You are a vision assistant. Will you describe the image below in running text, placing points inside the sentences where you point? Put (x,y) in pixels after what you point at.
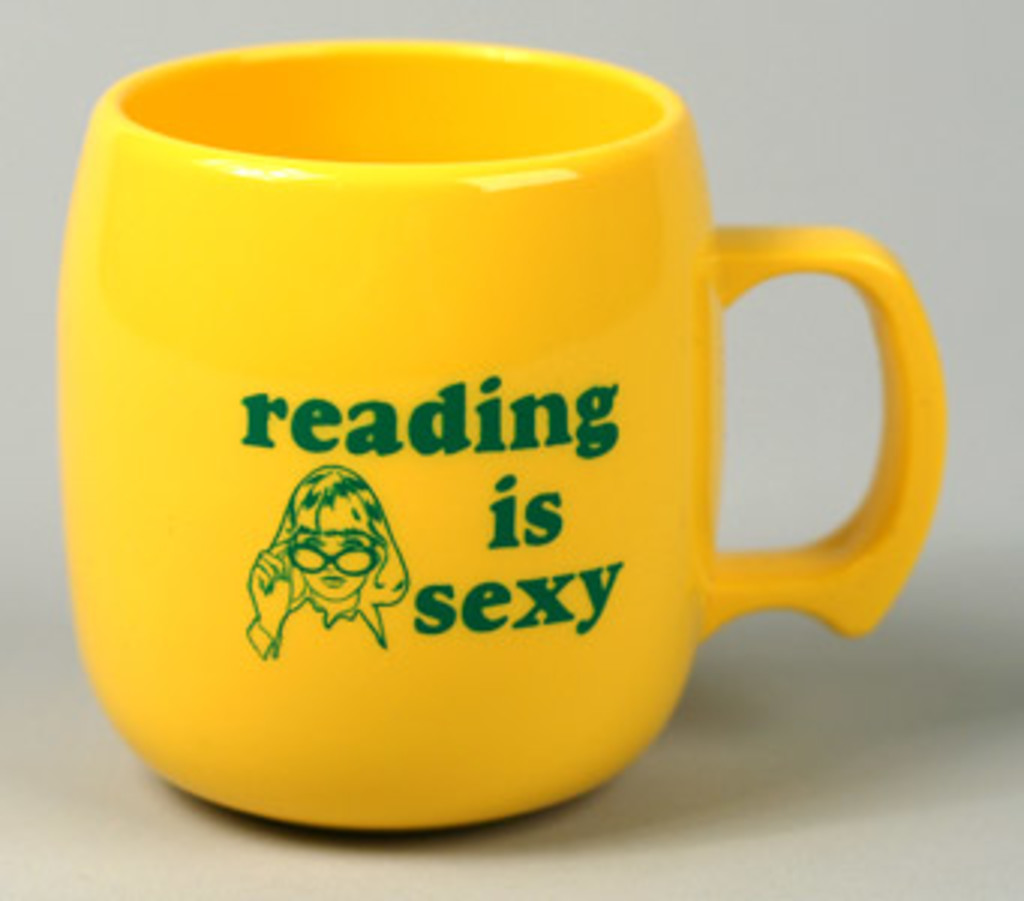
There is a cup (305,445) in the picture on which is written, reading is sexy.
